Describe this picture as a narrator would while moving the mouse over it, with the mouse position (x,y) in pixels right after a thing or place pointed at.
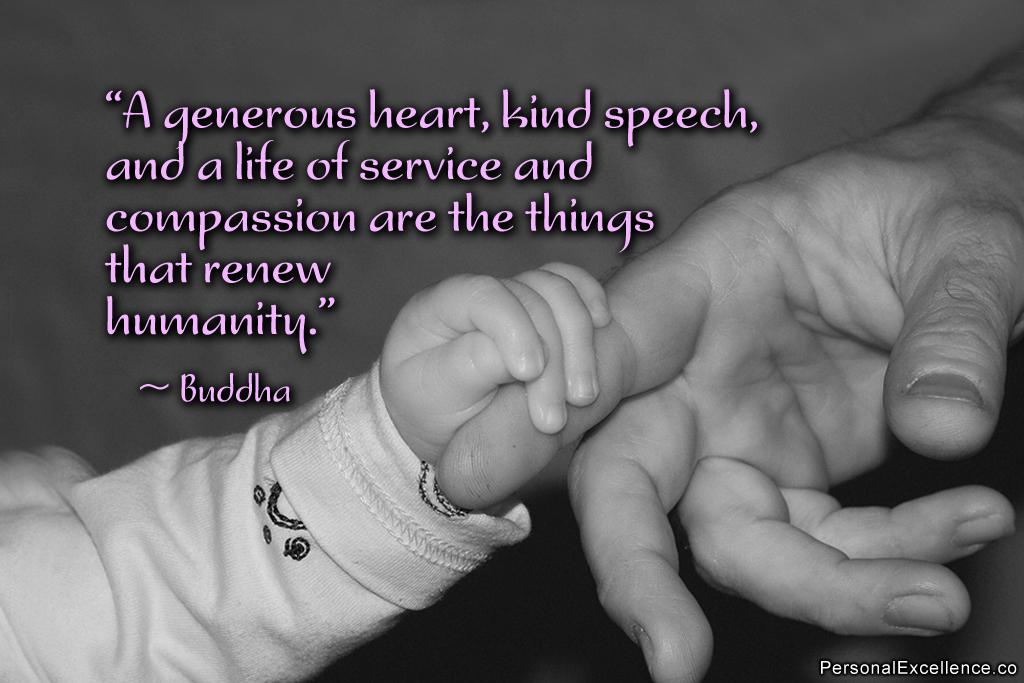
This is a black and white image. In this image we can see hand (455,426) of a baby (378,422) holding hand (713,362) of a person (741,331). Also something is written on the image. In the right bottom corner (883,665) something is written.
